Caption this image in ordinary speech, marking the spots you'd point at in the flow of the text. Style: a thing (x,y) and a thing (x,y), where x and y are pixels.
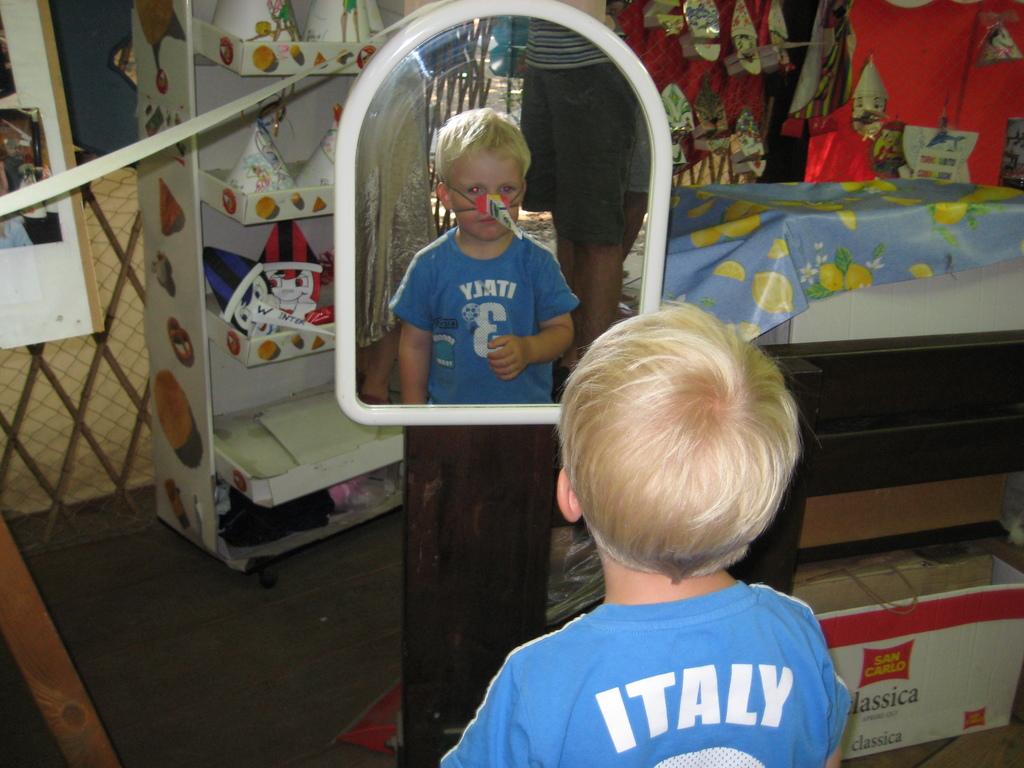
In this picture we can see the small boy (671,647) wearing blue t-shirt (644,704), standing in the front (633,638) and looking in to the mirror (409,226). Beside there is a wooden table (758,337). Behind we can see the rack (193,298) with some decorative caps (261,183) and iron grill (100,390).
